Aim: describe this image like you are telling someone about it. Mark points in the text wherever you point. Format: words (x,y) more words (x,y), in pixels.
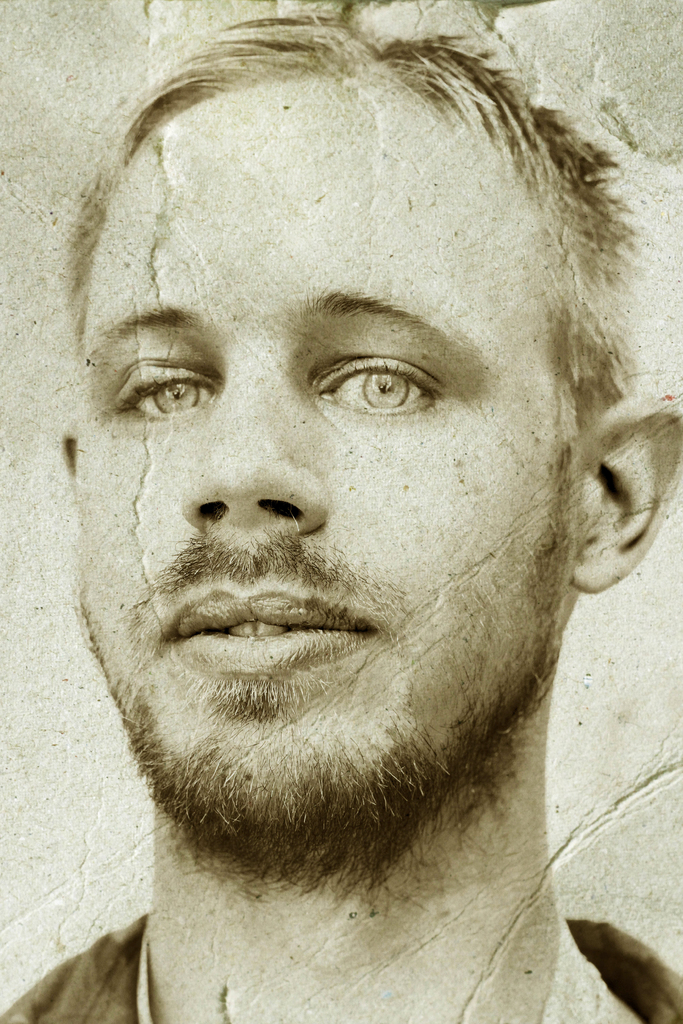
This is a black and white picture. In this picture, we see a man (478,868) is posing for the photo. In the background (24,660), we see a wall (649,746) which is white in color. This picture might be a photo frame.
